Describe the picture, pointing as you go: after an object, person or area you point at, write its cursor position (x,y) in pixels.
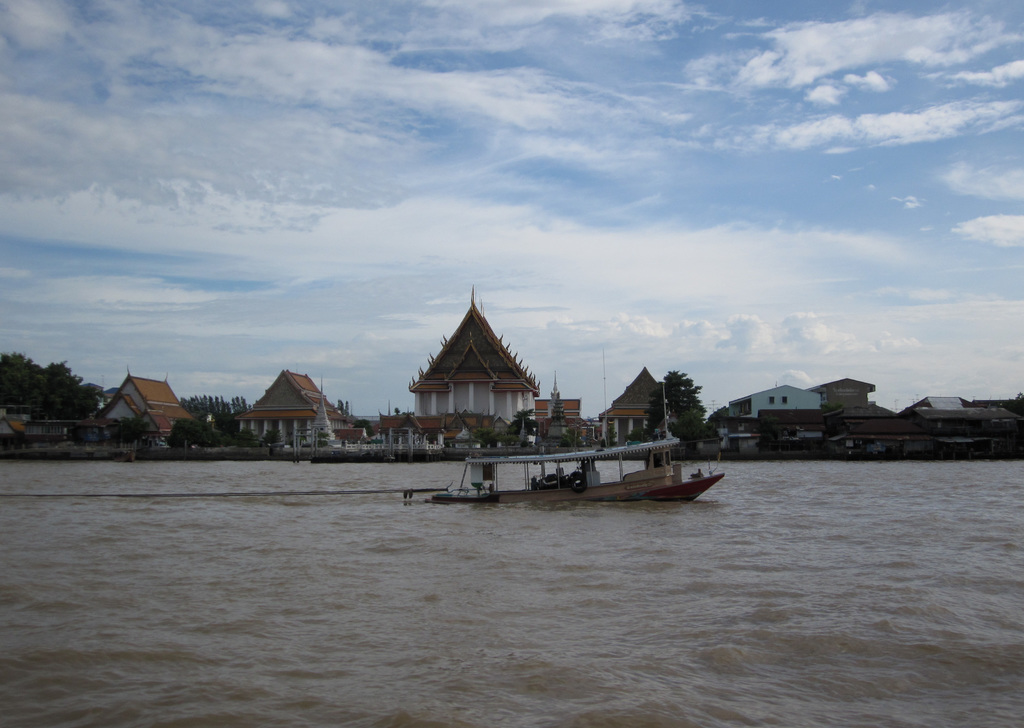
Here I can see a boat (551,499) on the water (453,530). In the background (497,433) there are many buildings (315,412) and trees (85,398). At the top of the image (663,229) I can see the sky (338,174) and clouds (228,190).
